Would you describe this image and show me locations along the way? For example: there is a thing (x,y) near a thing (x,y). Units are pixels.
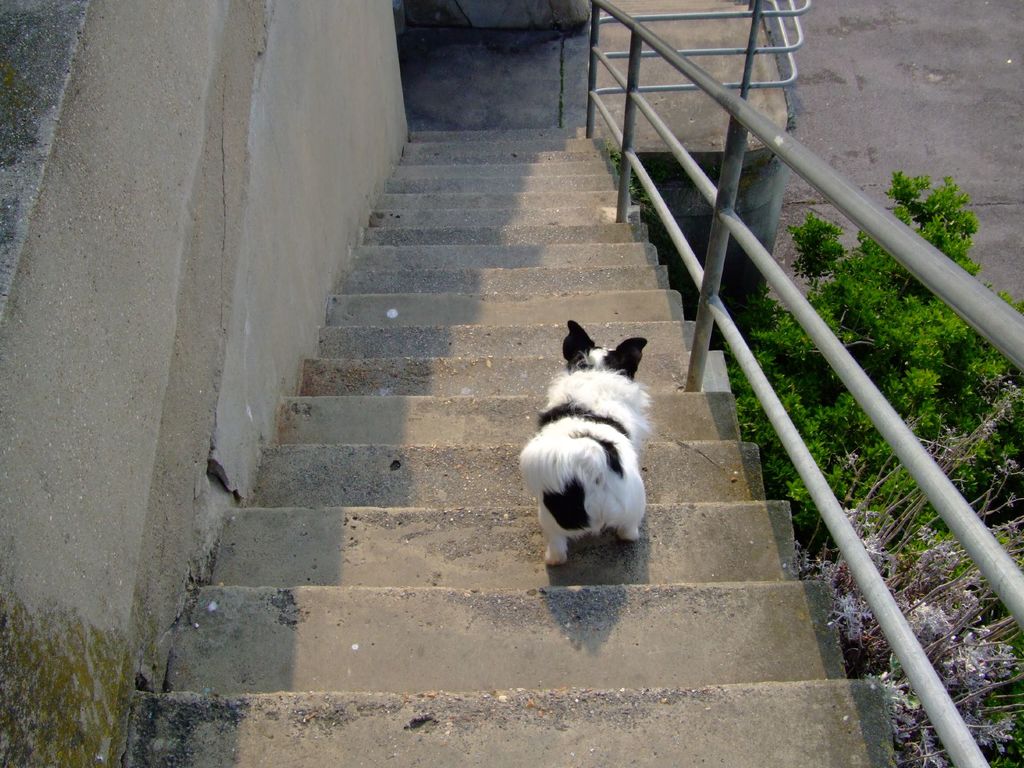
In this image I can see the dog (541,444) which is in white and black color. It is on the stairs (494,336). To the right (944,415) I can see the railing (815,336) and trees (897,353).
